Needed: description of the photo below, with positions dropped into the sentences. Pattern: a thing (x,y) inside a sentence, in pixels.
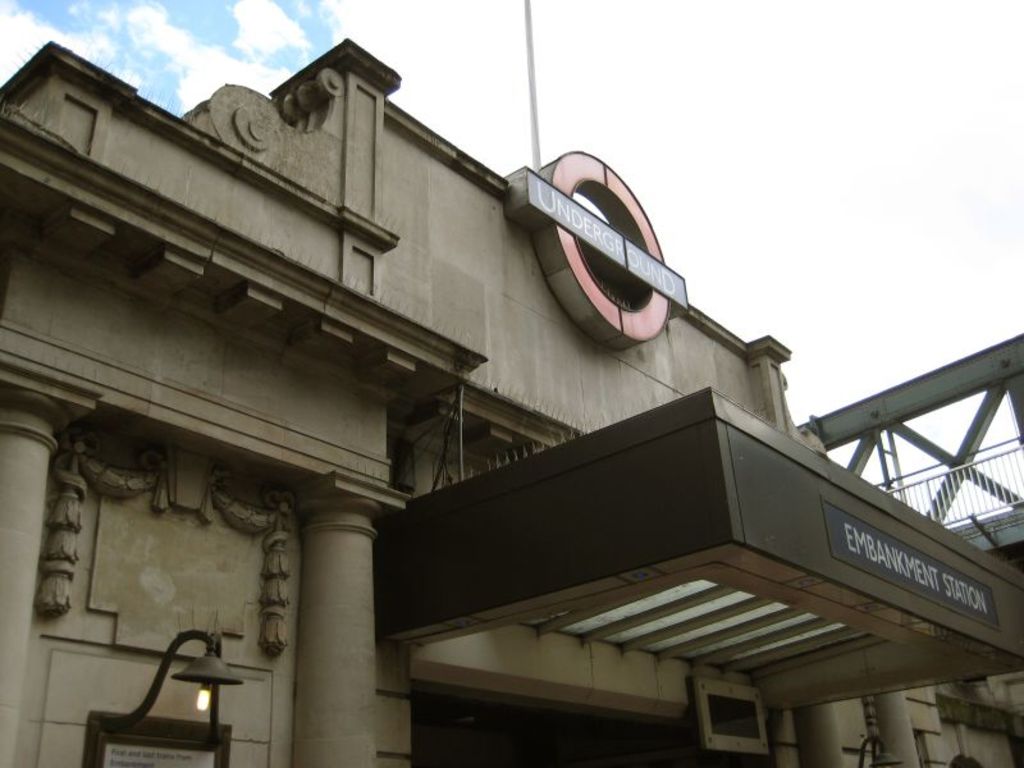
In this image we can see a building (608,640) with pillars (301,697), lamp (204,667) and a frame (187,760) on the wall (243,715), we can also see some sign boards (583,216) with some text (586,228). On the right side of the image (920,393) we can see metal frames (965,468), railing (988,482). At the top of the image (571,22) we can see a pole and the sky (221,36).
